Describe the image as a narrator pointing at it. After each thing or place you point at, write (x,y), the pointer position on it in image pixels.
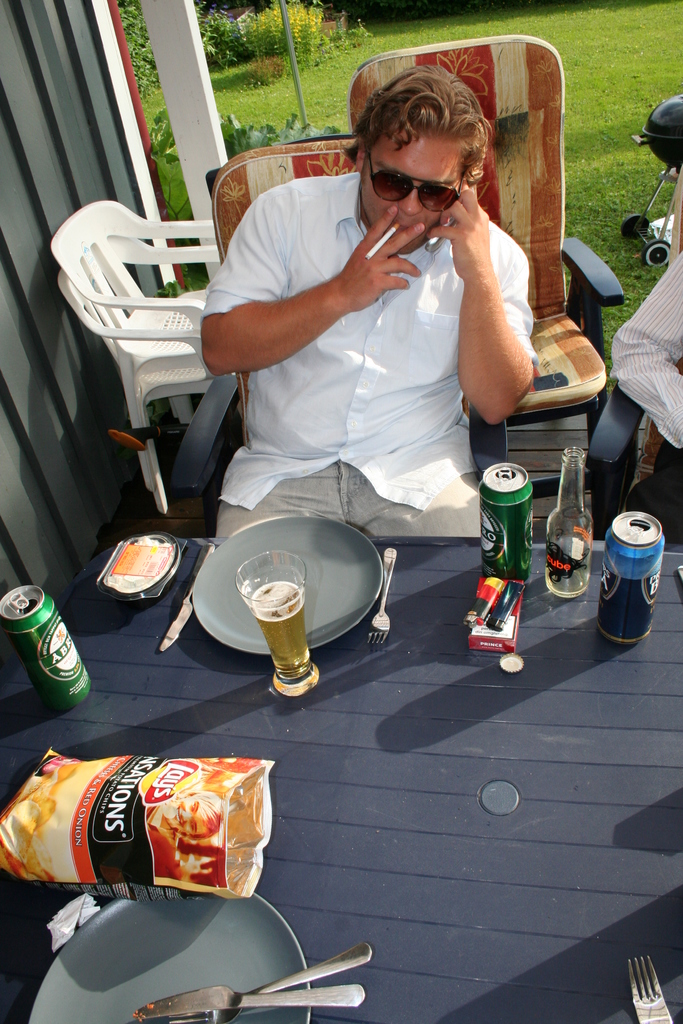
In the picture there is a person (444,348) sitting on a chair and smoking in front of him there is a table (680,796) on the table (410,618) there is a glass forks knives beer tins (620,577) bottles (590,537) near to the person (333,202) there are two chairs (119,230) there is a garden (375,24) beside the person (412,235).
